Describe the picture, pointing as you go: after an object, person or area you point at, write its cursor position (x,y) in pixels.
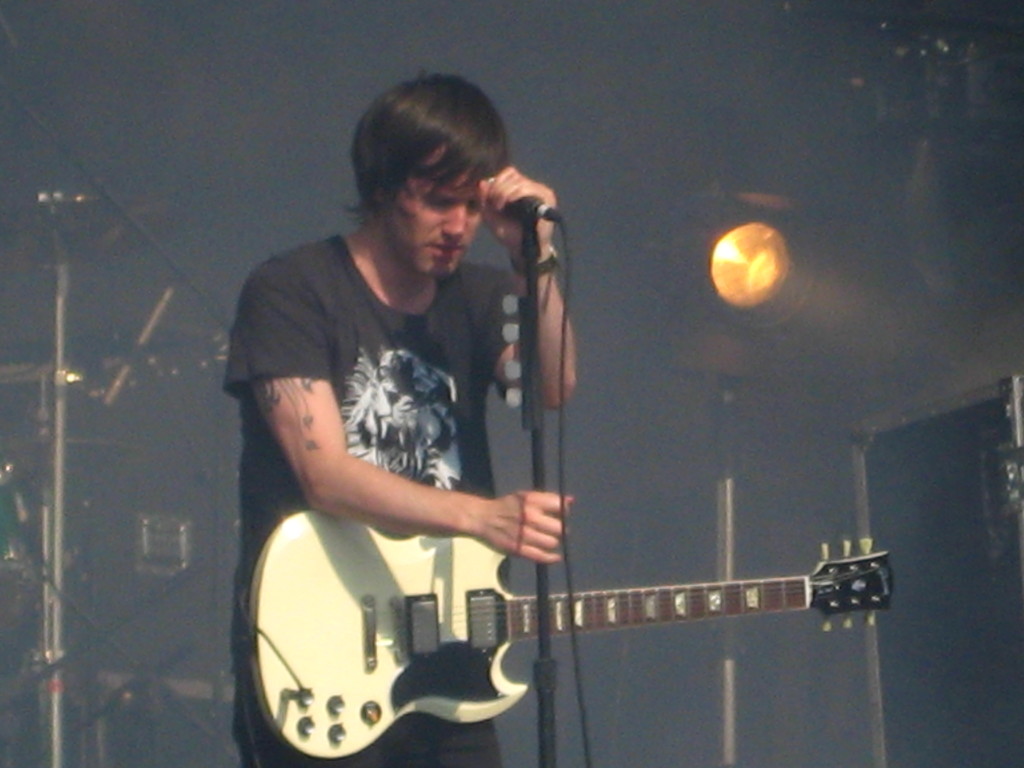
In this image we can see a man (484,154) is holding a mic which is on a stand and carrying a guitar (422,669) on his shoulders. In the background (57,419) there is a light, musical instruments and on the right side (970,508) there is a box (915,649).
